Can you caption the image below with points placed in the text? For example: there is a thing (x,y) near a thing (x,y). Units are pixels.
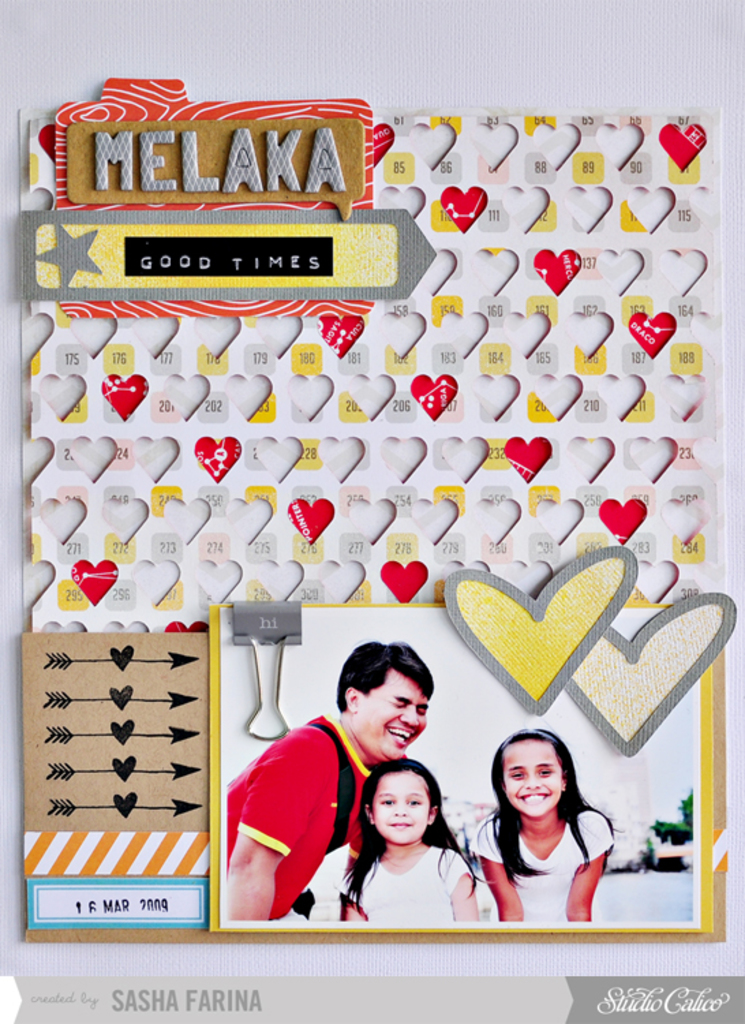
In this picture we can see a poster (271,306) in which we can see few people images (371,792) along with symbols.
